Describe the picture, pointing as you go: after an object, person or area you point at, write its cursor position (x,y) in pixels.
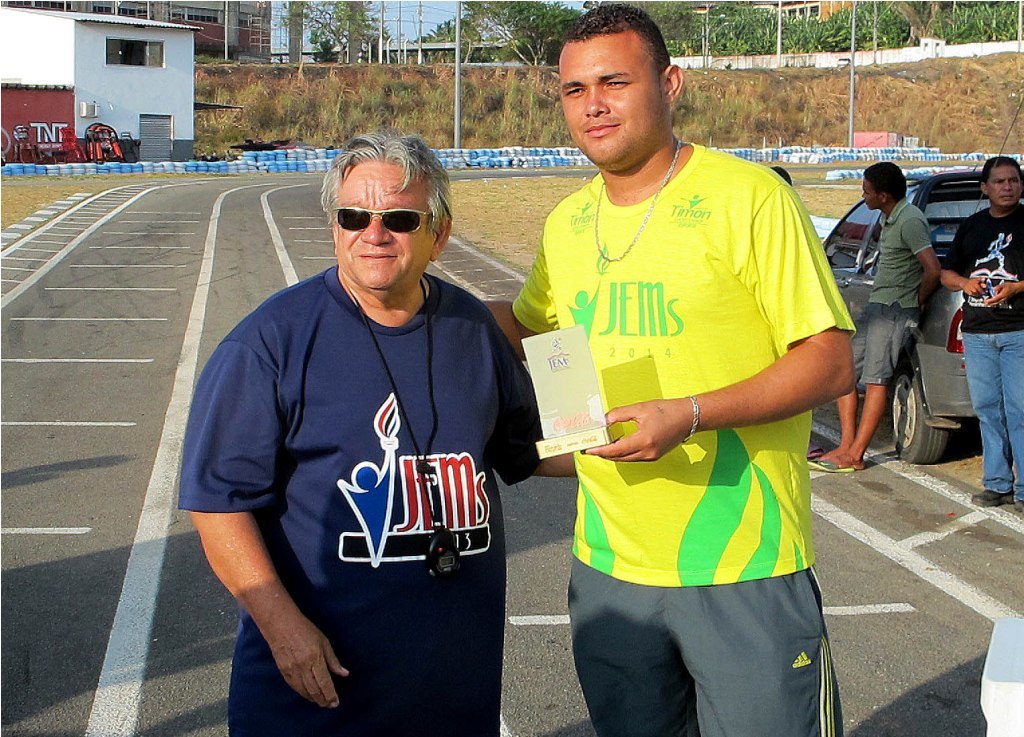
In this picture I can observe two men (641,156) standing on the road (139,325). One of them is wearing blue color T shirt (414,451) and the other is wearing yellow color T shirt (635,341). On the right side (992,308) there are some people (914,281) standing beside the car (850,289) which is parked on the side of the road (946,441). In the background (153,73) I can observe a building (183,29). There is some grass (419,100) and trees (534,24) on the ground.
